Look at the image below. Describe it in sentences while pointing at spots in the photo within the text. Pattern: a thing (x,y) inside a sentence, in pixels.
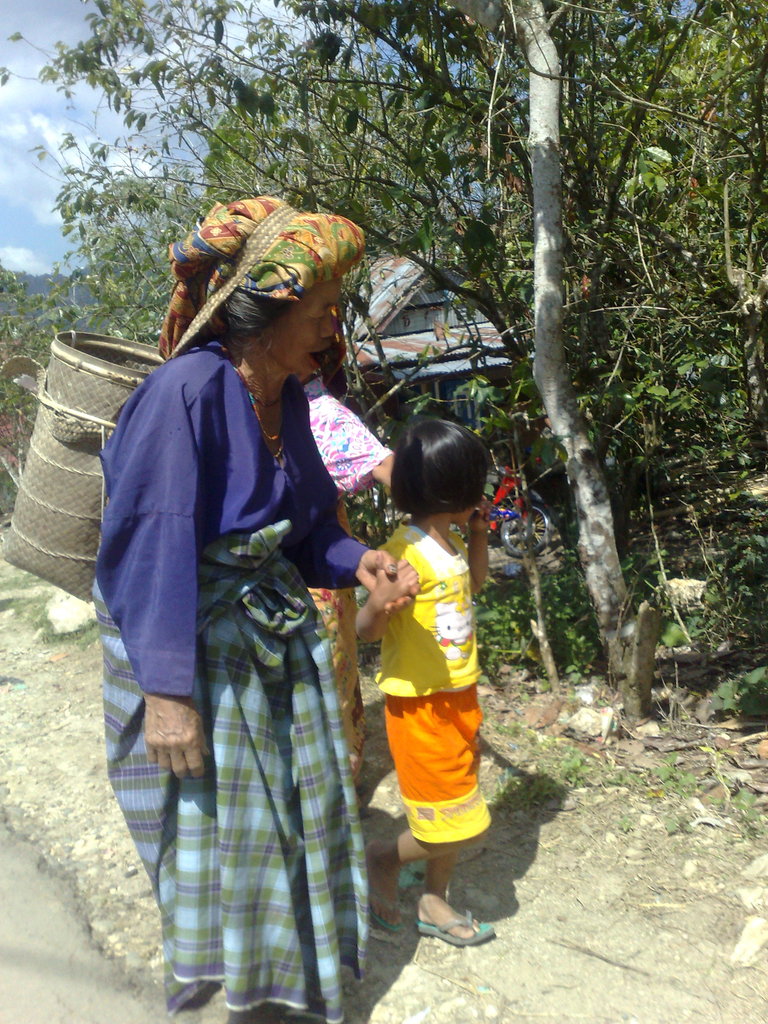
In this picture we can see a old women (196,410) wearing blue dress (171,489) with wooden basket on the back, Holding a small girl (463,715) hand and walking on the road side (532,896). In the background (102,212) there are some trees (593,282).
